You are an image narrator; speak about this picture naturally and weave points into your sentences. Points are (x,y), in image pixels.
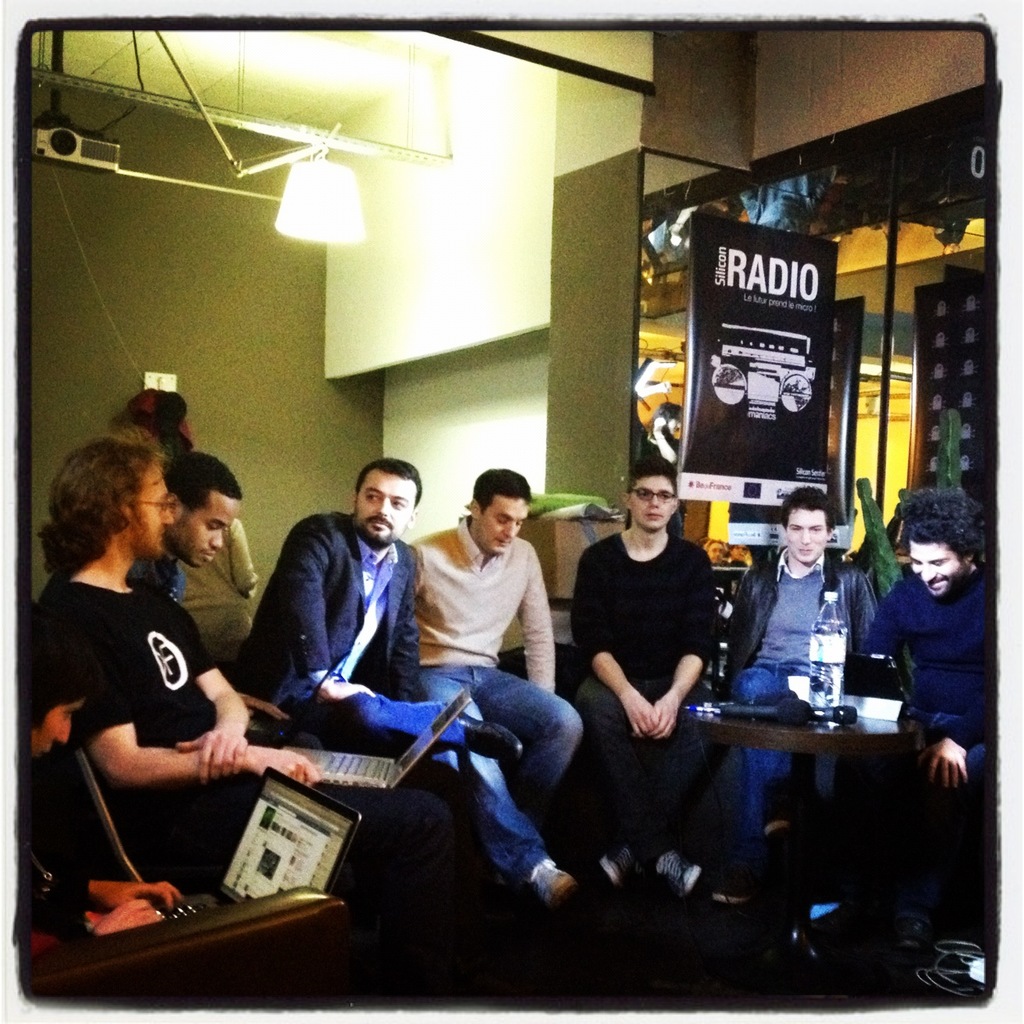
This is an inside view. Here I can see few men (516,561) are sitting on the chairs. On the left side (267,797) two persons (204,817) are holding laptops (266,846) in their hands (275,756). In the background (270,571) there is a wall (94,302) and light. On the right side (823,730) there is a table (787,730) on that one bottle (822,684) and a mike (833,713) are placed. At the back of these persons (694,627) there is a board (754,355).
